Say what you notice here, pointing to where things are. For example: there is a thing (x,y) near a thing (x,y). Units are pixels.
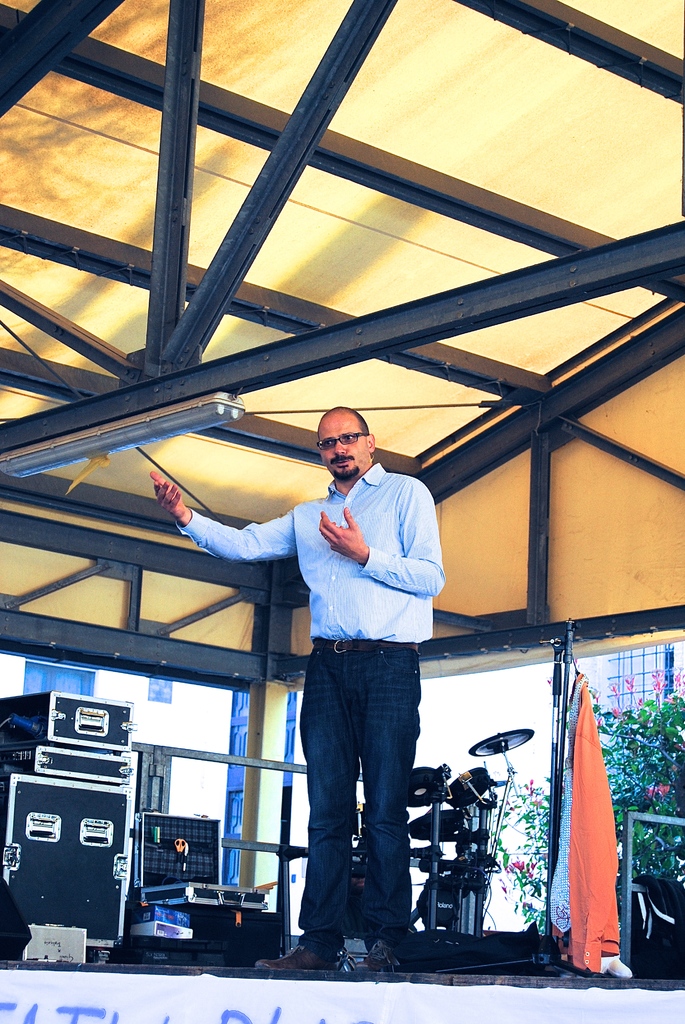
In this picture we can see a person (333,764) standing on the stage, here we can see clothes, musical instruments (444,906), devices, fence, plants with flowers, tube light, rods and some objects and in the background (524,597) we can see a roof (524,580).
